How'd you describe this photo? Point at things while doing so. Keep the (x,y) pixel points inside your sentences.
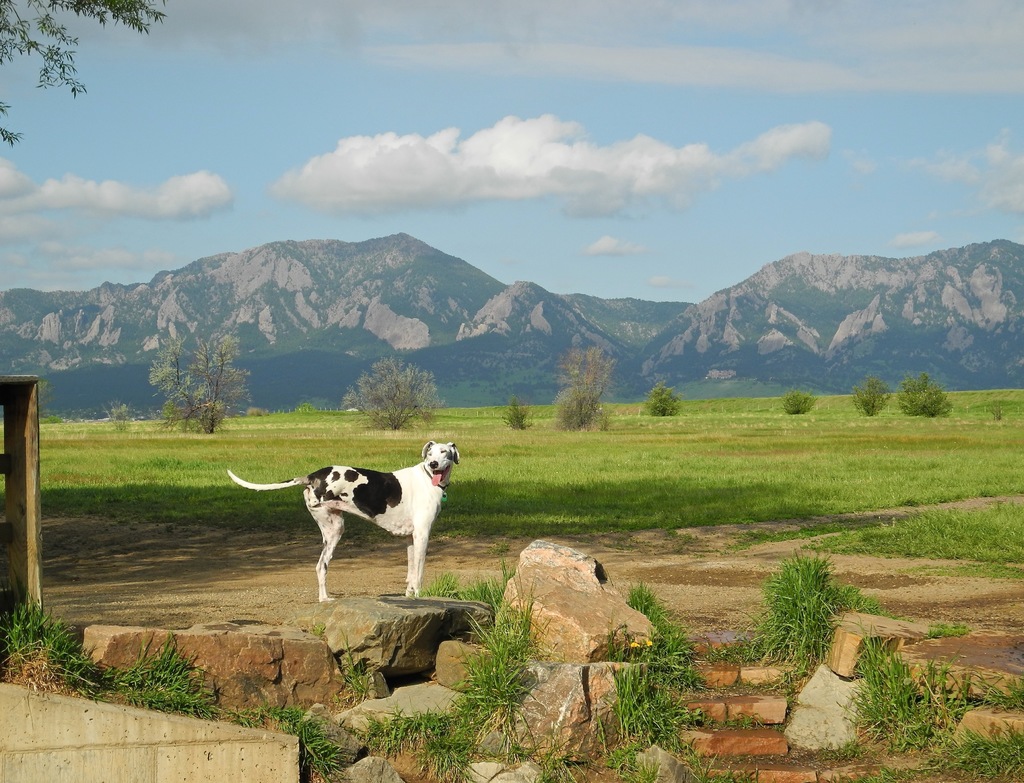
In this image we can see a dog (369,512). Behind the dog (391,472) we can see the grass (718,446), trees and mountains (450,351). At the bottom (460,742) there are rocks (575,704) and the grass (161,656). At the top (416,134) we can see the sky (8,61). In the top left (48,44) we can see the leaves (70,40).
